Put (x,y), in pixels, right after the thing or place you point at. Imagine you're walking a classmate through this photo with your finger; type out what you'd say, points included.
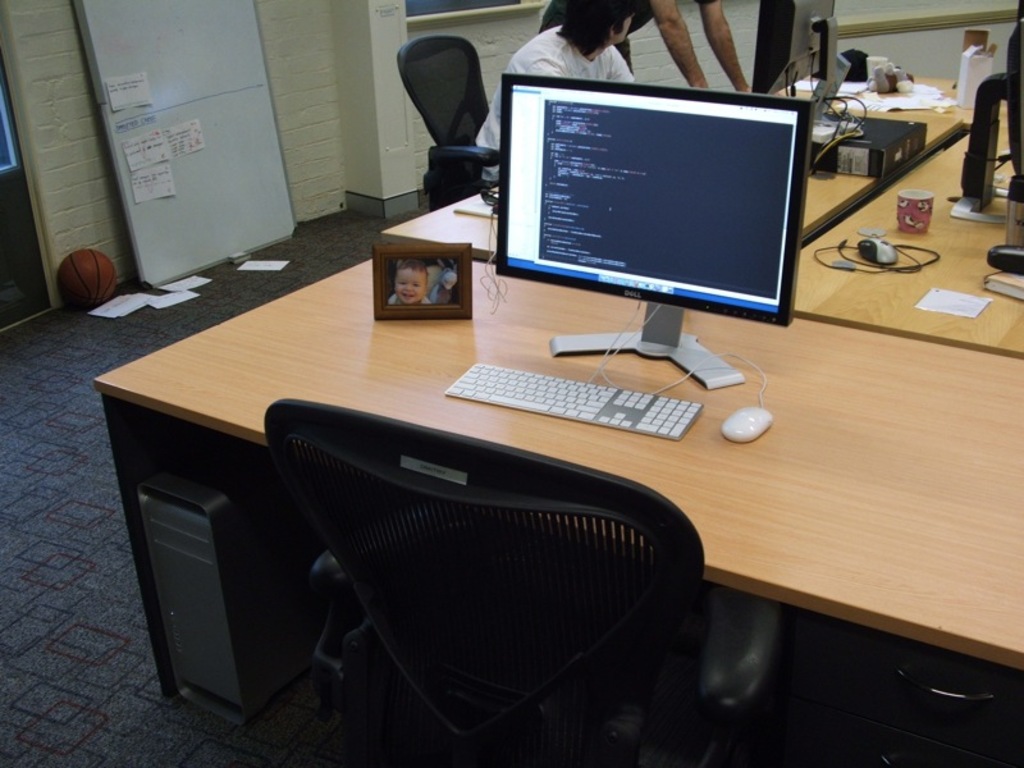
In this image I can see a system (690,340) on the table (923,515) and the table (837,525) is in cream color. In front (506,536) I can see a chair (568,627) in black color, background (575,41) I can see a person (602,28) sitting, few glass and papers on the table (888,294) and I can also see a white color board (256,84) and the wall (346,79) is in white color.
